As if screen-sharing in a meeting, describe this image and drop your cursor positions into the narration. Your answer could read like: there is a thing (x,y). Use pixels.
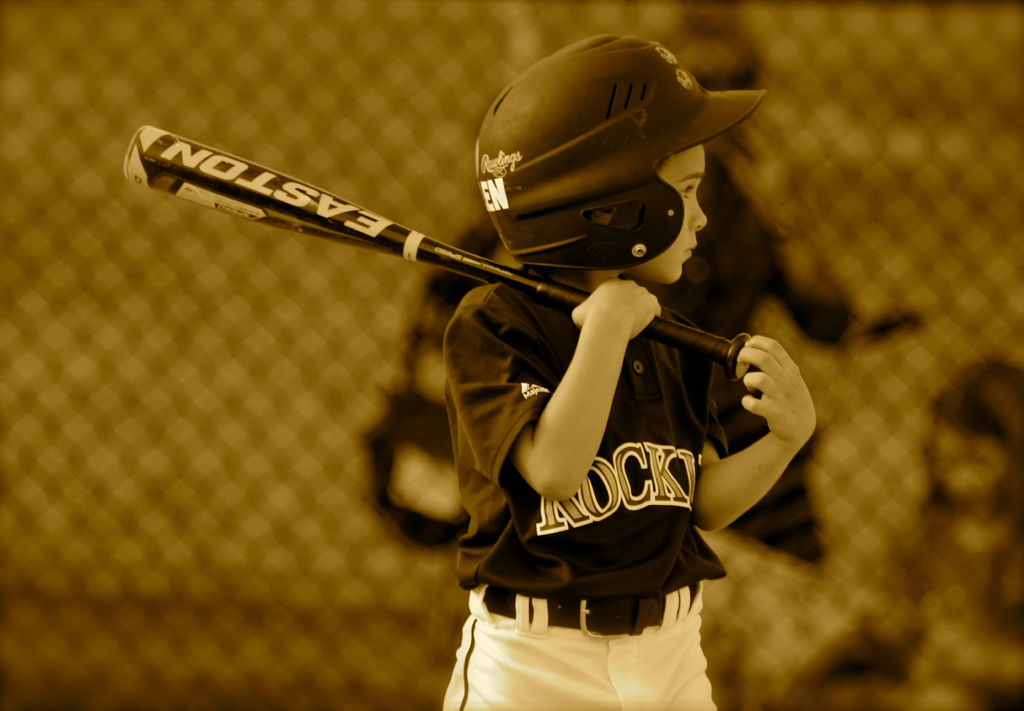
A person (522,407) is standing wearing a helmet (516,175), t shirt (676,367) and holding a baseball bat (203,158) in his hand (589,319). Behind him there is a fencing (829,79).
